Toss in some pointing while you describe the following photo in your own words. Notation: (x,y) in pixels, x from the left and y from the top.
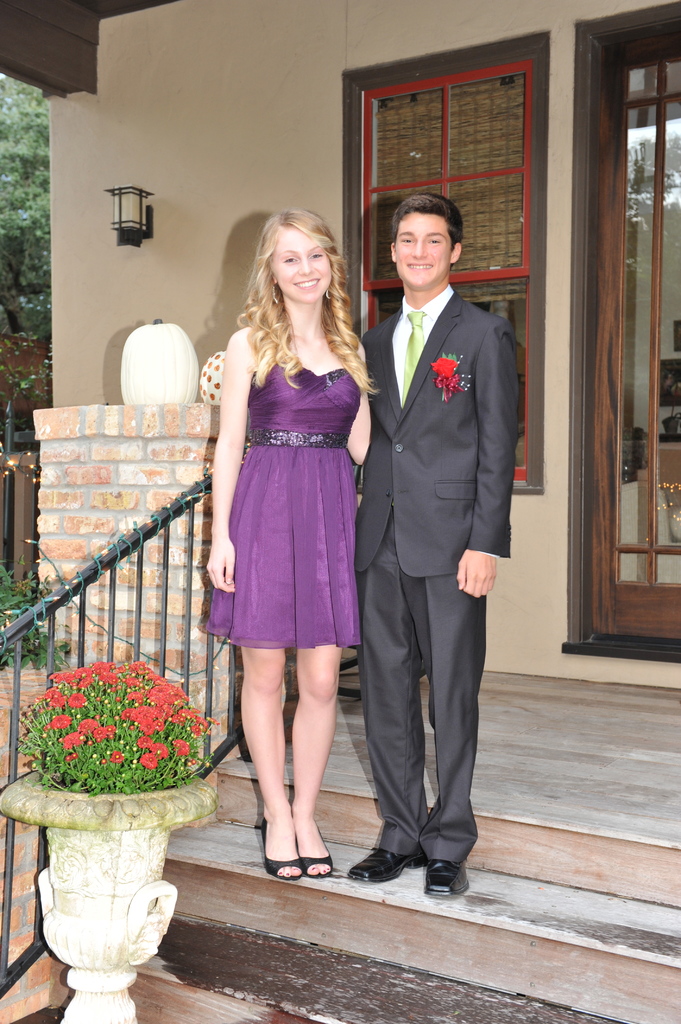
In this image there are two persons (405,570) standing on the stairs (370,950), there is a plant (104,754), there are flowers (121,714), there is a flower pot (106,876) truncated towards the bottom of the image (104,859), there is a door (651,467) truncated towards the right of the image (645,246), there is a window (490,210), there is a wall (270,88) truncated towards the top of the image (209,119), there is light (130,213) on the wall (184,183), there is a tree (28,179) truncated towards the left of the image (30,283).
